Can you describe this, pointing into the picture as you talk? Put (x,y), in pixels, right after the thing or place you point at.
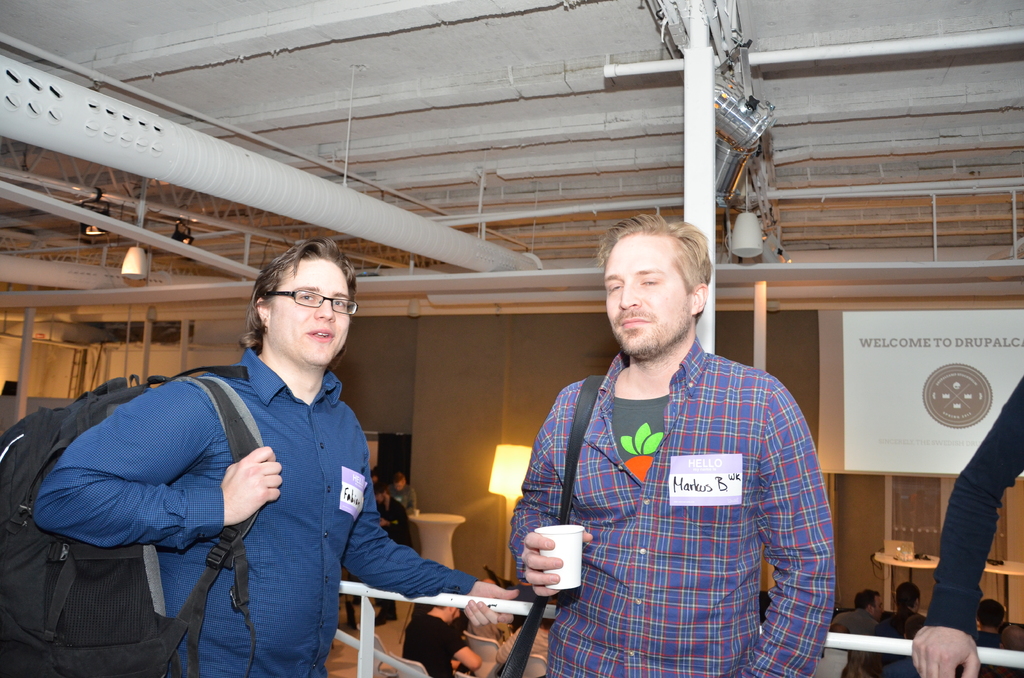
The picture is taken in a restaurant (426,512). In the foreground of the picture (348,503) there are two men (632,551) standing wearing backpacks (26,534). On the right (1019,425) there is a person's hand (921,634). In the center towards right (897,378) there is a hoarding (892,366). On the top (387,128) it is ceiling (386,114). In the middle of the picture (485,280) there are pipes (162,167), poles (139,223) and frames (444,275). In the background (470,633) there are people (450,662) sitting in chairs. In the center of the background (503,453) there is a lamp (495,478).
